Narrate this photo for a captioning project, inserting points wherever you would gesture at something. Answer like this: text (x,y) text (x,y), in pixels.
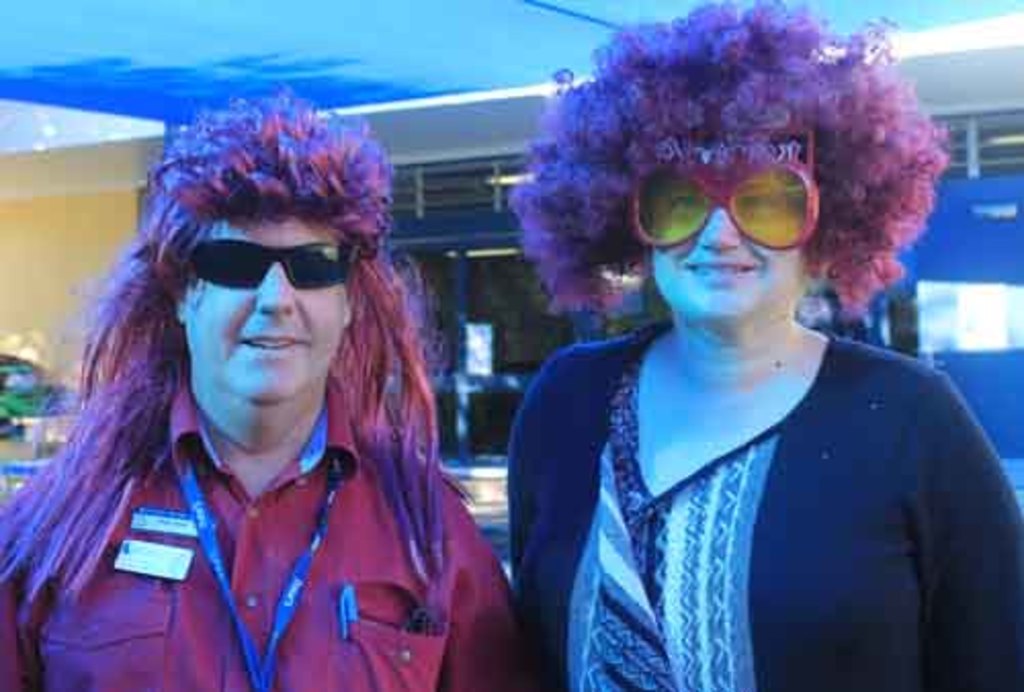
In this picture we can see two persons (512,517) are smiling, they wore wigs (301,206) and goggles (726,153), it looks like a glass (491,330) in the background (501,312), there is a blurry background (489,307).
